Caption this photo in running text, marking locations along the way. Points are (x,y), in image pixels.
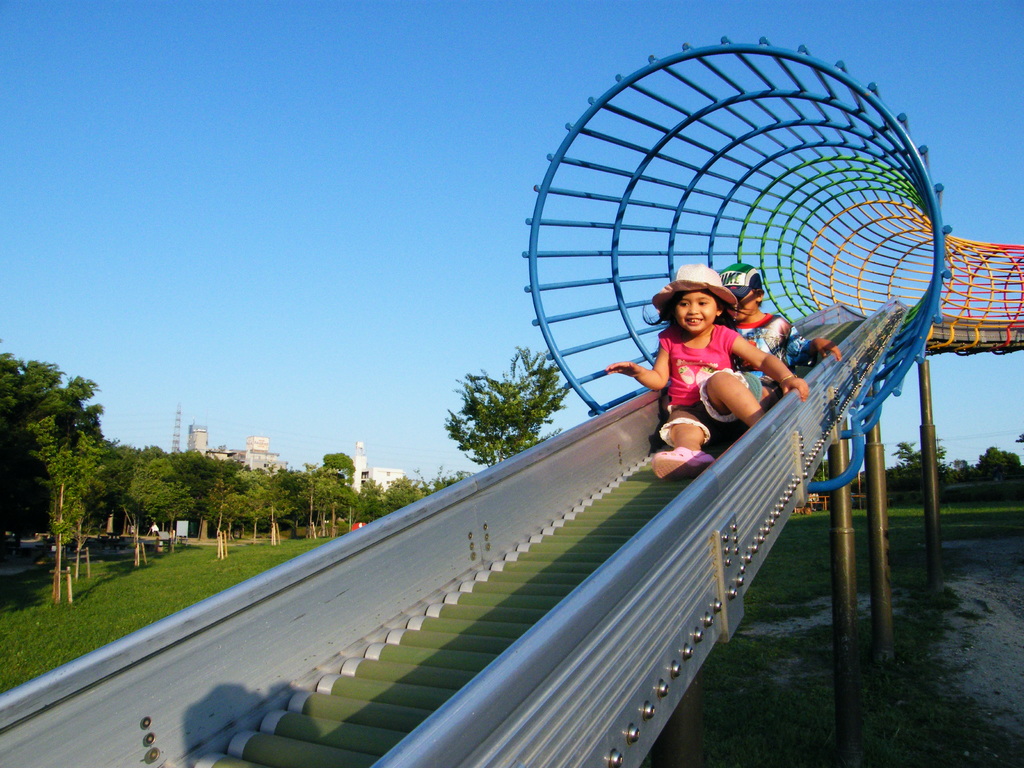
In this picture I can see a park's ride (549,656) in front (924,219) and I see 2 children (740,307) on it and I can see the poles (842,535) on the right side of this picture (838,470) and I can see the grass (910,626). In the background (1000,462) I can see the trees (473,442), buildings (263,438) and the clear sky (493,145).
